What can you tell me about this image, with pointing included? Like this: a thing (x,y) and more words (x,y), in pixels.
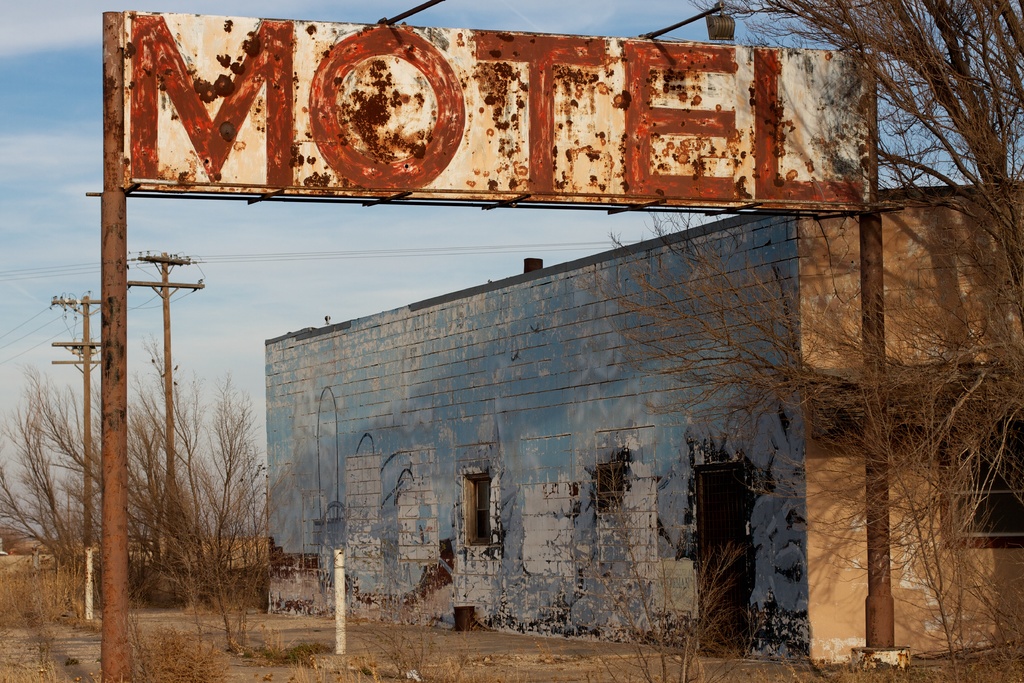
In the center of the image (571,376) we can see house (510,376), windows (486,499), door (726,505), trees (920,418), poles (103,271), electric light poles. In the background of the image (411,290) we can see board (730,133), poles (872,159), clouds (79,136) are present in the sky (71,86), lights (709,30). At the bottom of the image (510,657) there is a ground (501,666).
